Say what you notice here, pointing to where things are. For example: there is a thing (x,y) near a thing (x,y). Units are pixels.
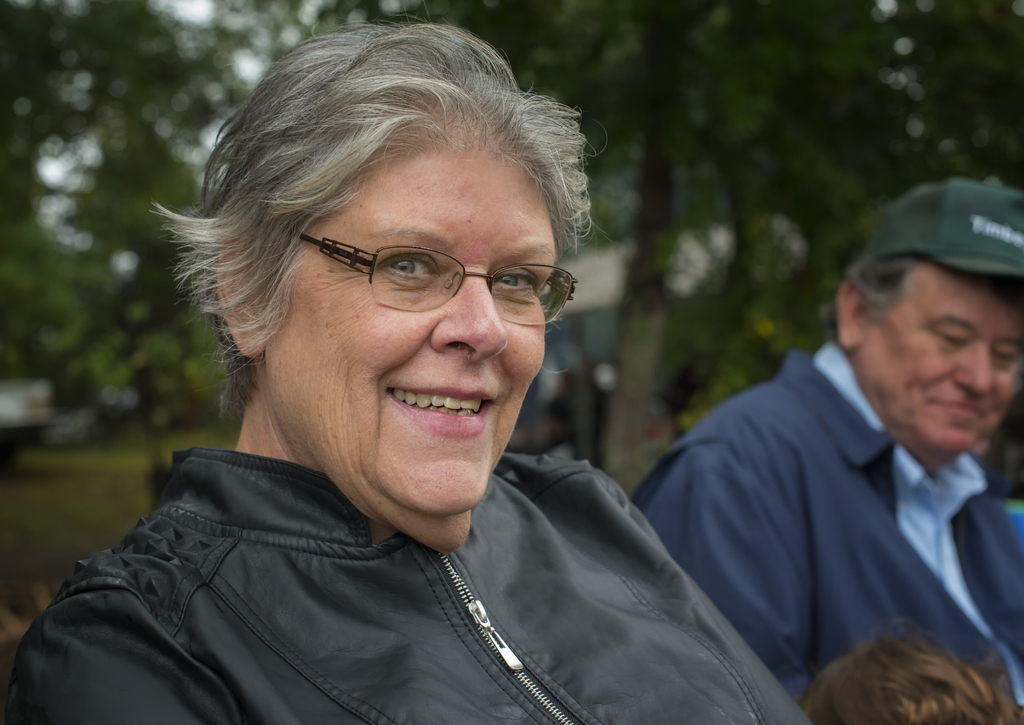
In this image, we can see two people (427,567) sitting, in the background (71,502), there is grass (89,500) on the ground (32,511), we can see some green trees (44,22).
